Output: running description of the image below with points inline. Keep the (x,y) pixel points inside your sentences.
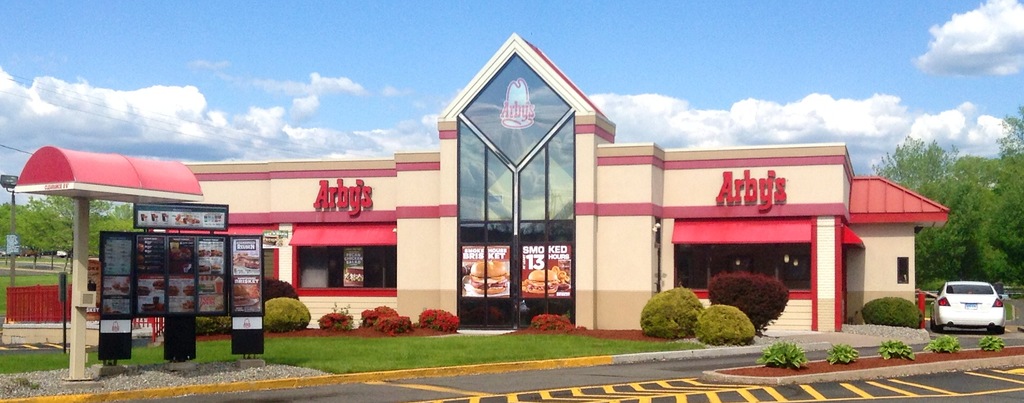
In this image I can see a building (612,292) in red and cream color, in front (684,298) I can see few plants (694,326) in green and maroon color. I can also see a car (984,311) in white color, background (234,57) the sky (650,91) is in blue and white color.
